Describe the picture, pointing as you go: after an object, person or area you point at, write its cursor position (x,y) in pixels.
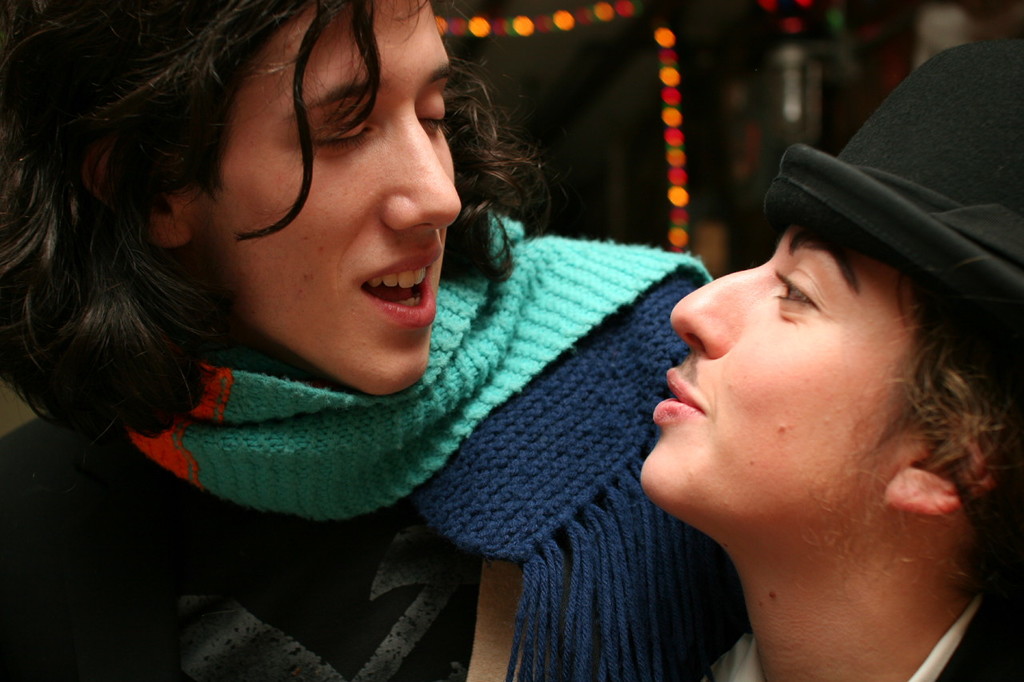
In the image on the left side (324,121) there is a person (527,525) with black t-shirt (318,566) and stole (481,461) around his neck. On the right side of the image (840,474) there is a person (888,607) with black hat (887,197). Behind them there are lights (672,139).
